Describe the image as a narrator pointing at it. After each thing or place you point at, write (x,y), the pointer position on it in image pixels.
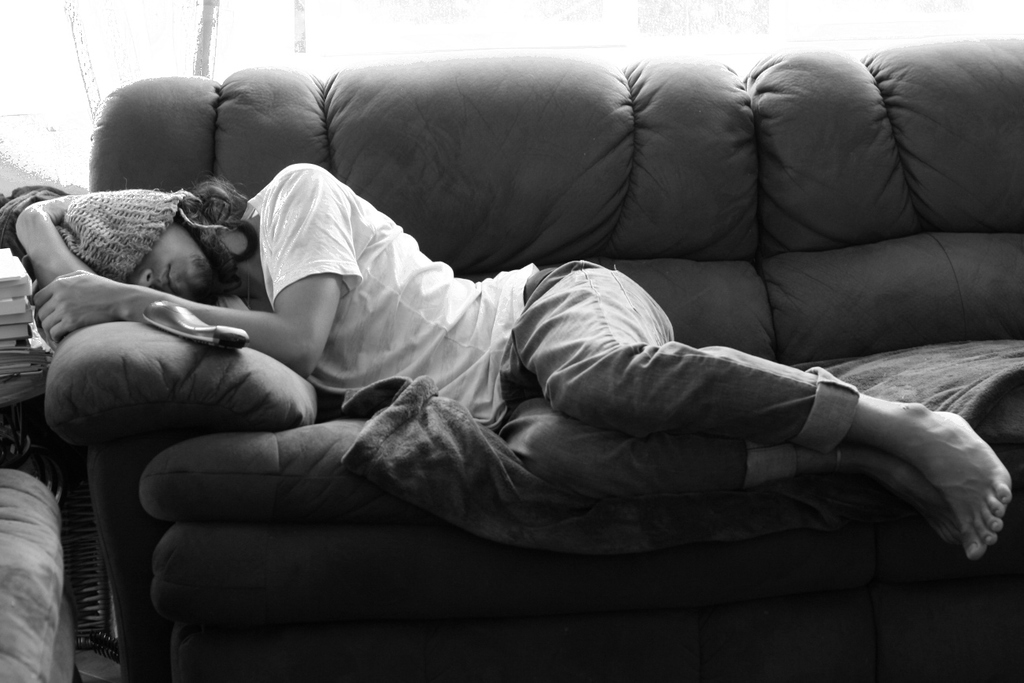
In this image i can see a man (437,354) laying on the couch (607,127).
